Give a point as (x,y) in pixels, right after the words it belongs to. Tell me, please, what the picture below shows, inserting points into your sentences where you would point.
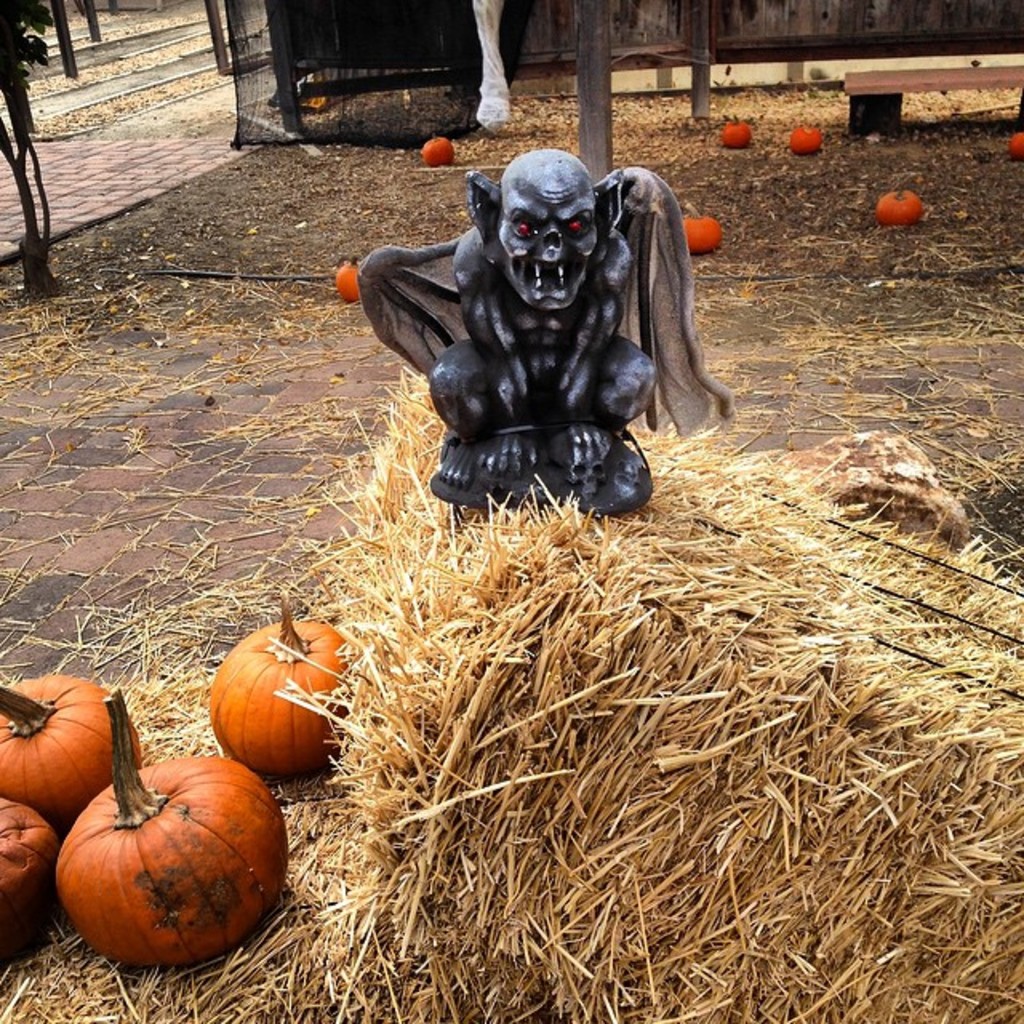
In this image there is a statue (558,347) on dry grass (544,670), around the statue (580,461) there are pumpkins (798,144).
